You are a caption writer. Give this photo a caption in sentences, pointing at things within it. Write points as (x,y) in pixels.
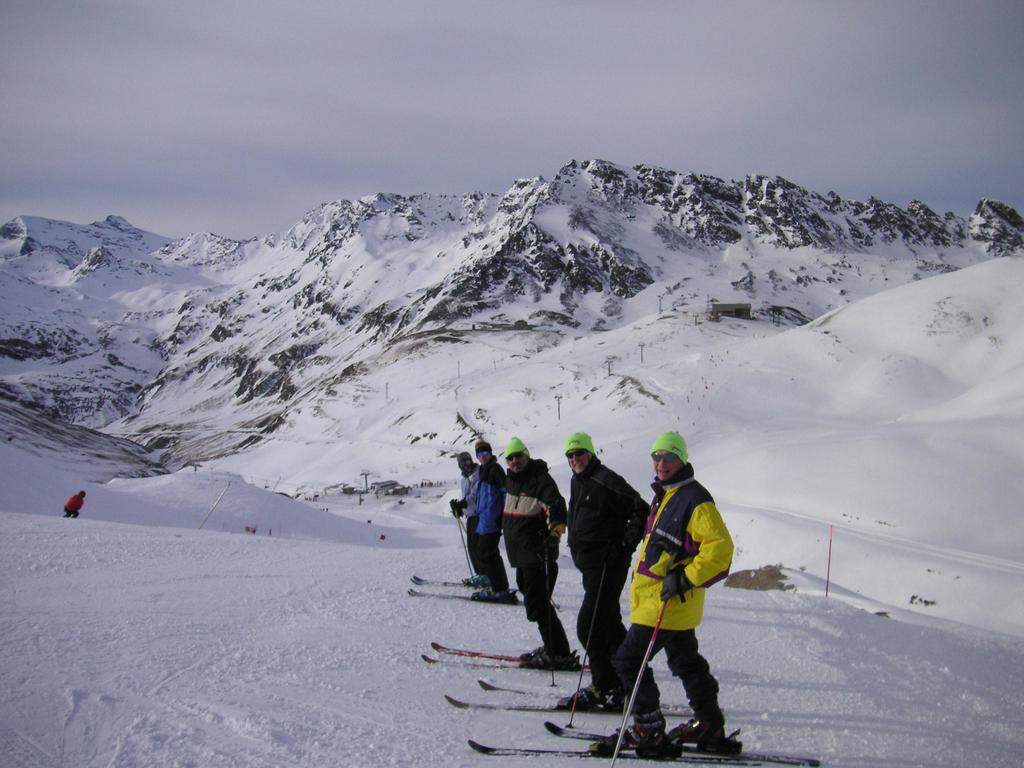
In this picture I can observe five members (534,569). All of them are on the skiing boards (456,652). I can observe snow (207,554). In the background (306,251) there are hills (325,325) and a sky (234,130).
